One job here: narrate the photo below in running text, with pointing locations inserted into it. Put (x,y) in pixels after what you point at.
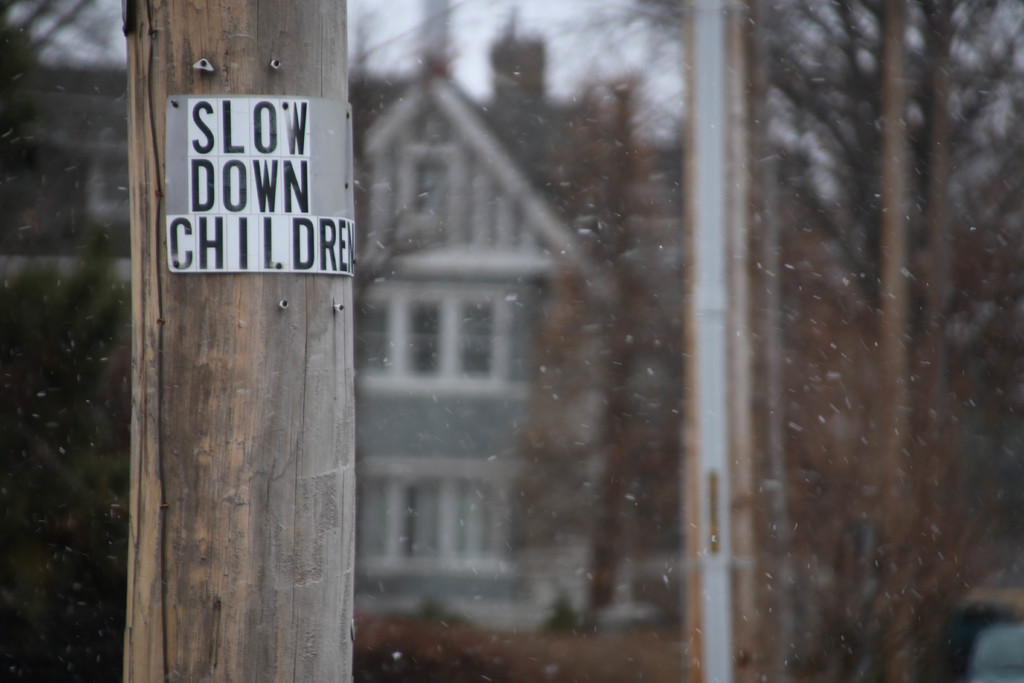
In this picture we can see a wooden pole (196,598) with a board (318,123) on it and in the background (105,70) we can see a building (432,131), trees (778,172), some objects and it is blurry.
